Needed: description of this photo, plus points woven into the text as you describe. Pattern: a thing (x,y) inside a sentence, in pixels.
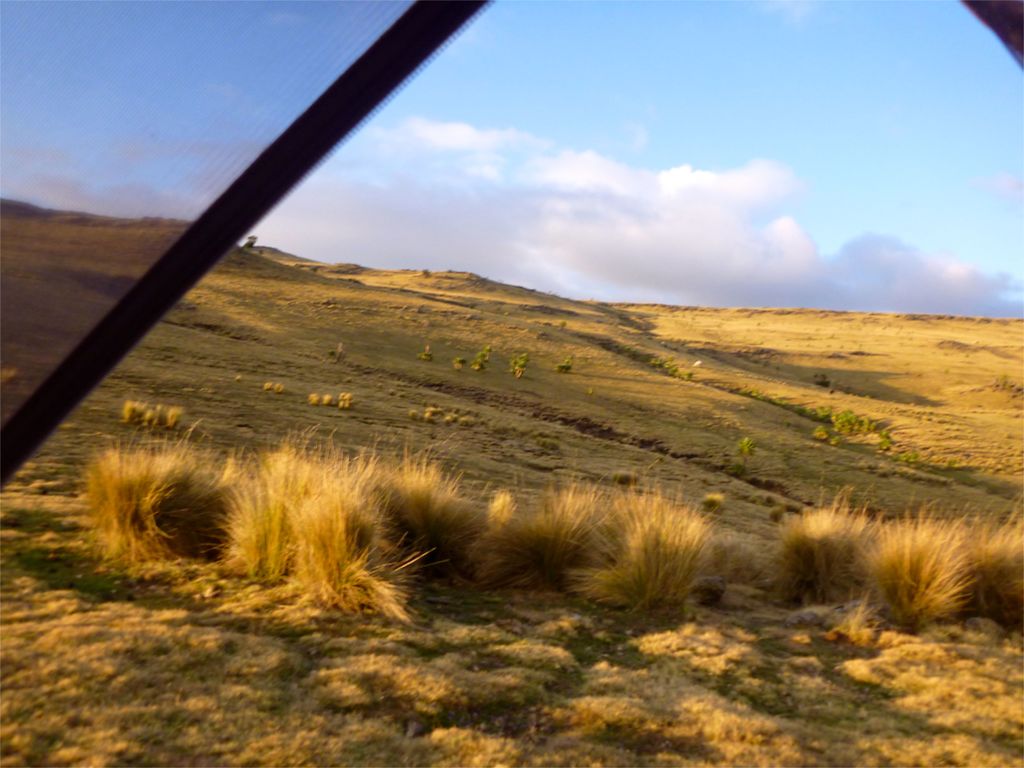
In this picture we can see an object (447,21), plants (669,362) on the ground (697,371) and in the background (584,224) we can see the sky (488,138) with clouds (318,203).
